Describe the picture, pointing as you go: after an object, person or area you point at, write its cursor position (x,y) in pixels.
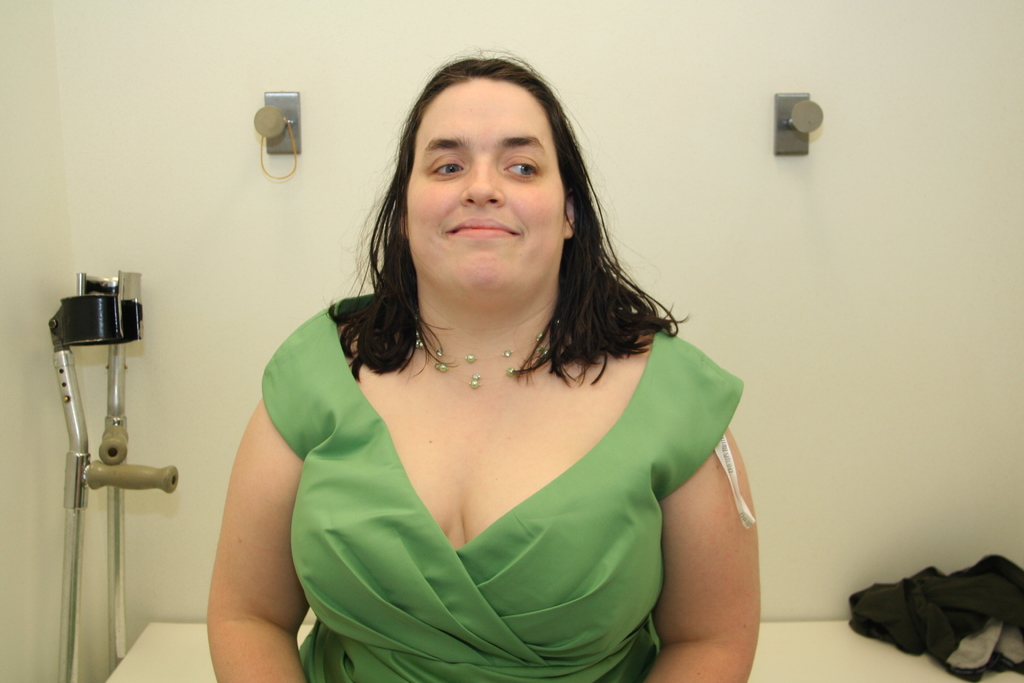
In this image we can see a woman (525,465). On the backside (979,568) we can see some clothes (886,609) on a table (862,642), a wall (213,225) and a walking stick (119,605).
